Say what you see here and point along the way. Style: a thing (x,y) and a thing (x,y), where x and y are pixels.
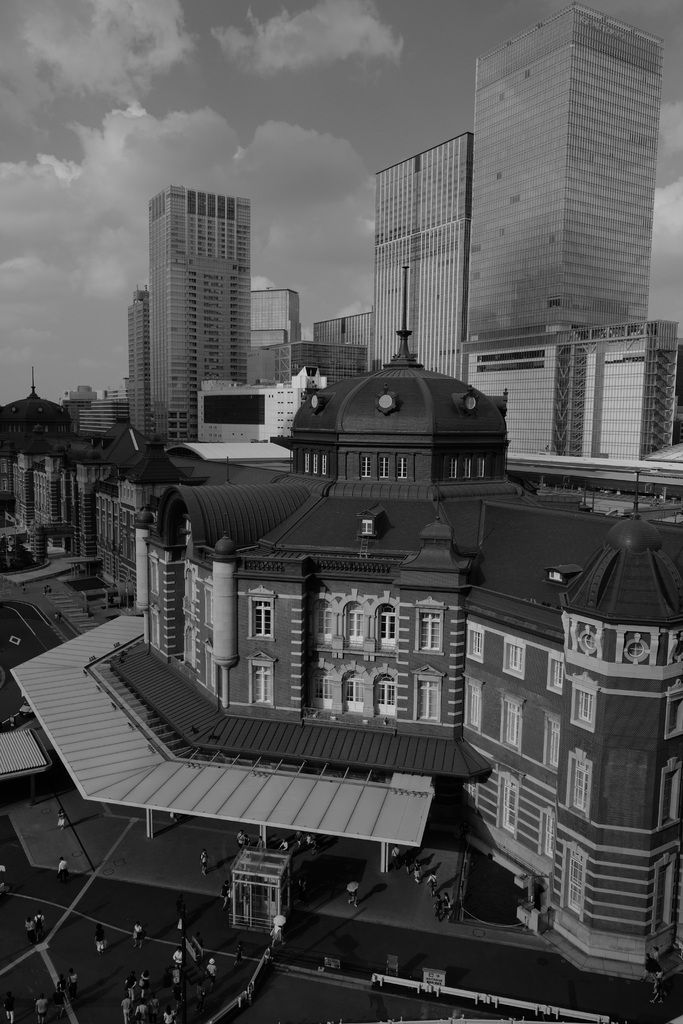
In this image I can see few people (176,985) with the dresses (98,942). In the background (321,585) I can see the buildings (315,325), clouds (150,147) and the sky (194,92).
